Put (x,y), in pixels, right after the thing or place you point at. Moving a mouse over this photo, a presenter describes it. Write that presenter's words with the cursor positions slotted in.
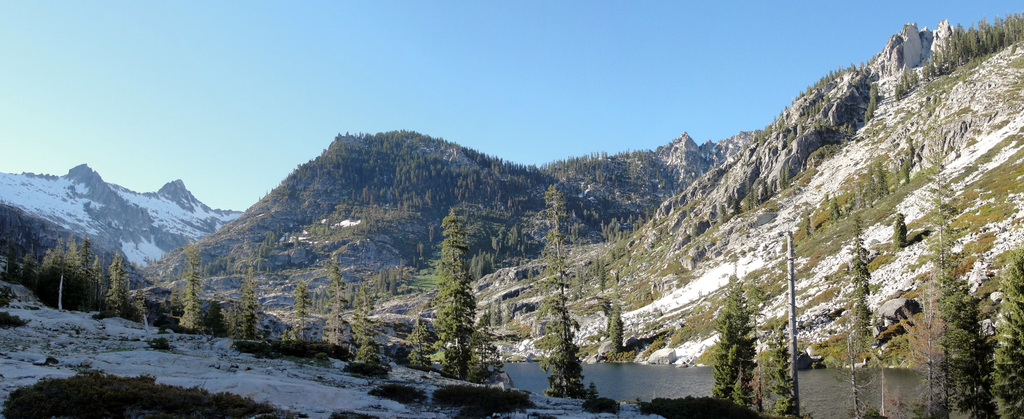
There are many trees (364,313) and hills (415,227). In the background (418,94) there is sky (409,91).
